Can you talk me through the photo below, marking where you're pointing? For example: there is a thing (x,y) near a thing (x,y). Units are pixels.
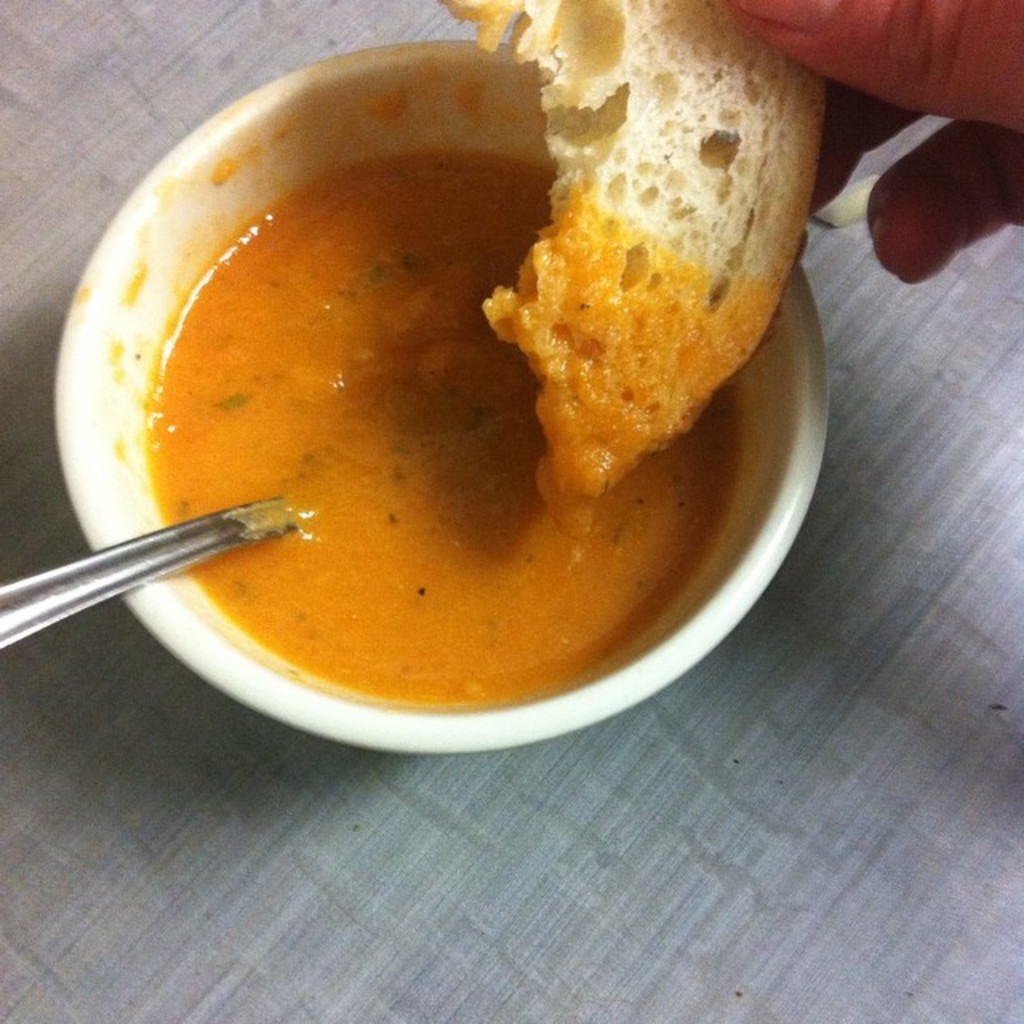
This image consist of food (538,227) and there is a spoon (199,530) in the bowl (93,544). On the right side (925,106) there is the hand (919,91) which is visible.
